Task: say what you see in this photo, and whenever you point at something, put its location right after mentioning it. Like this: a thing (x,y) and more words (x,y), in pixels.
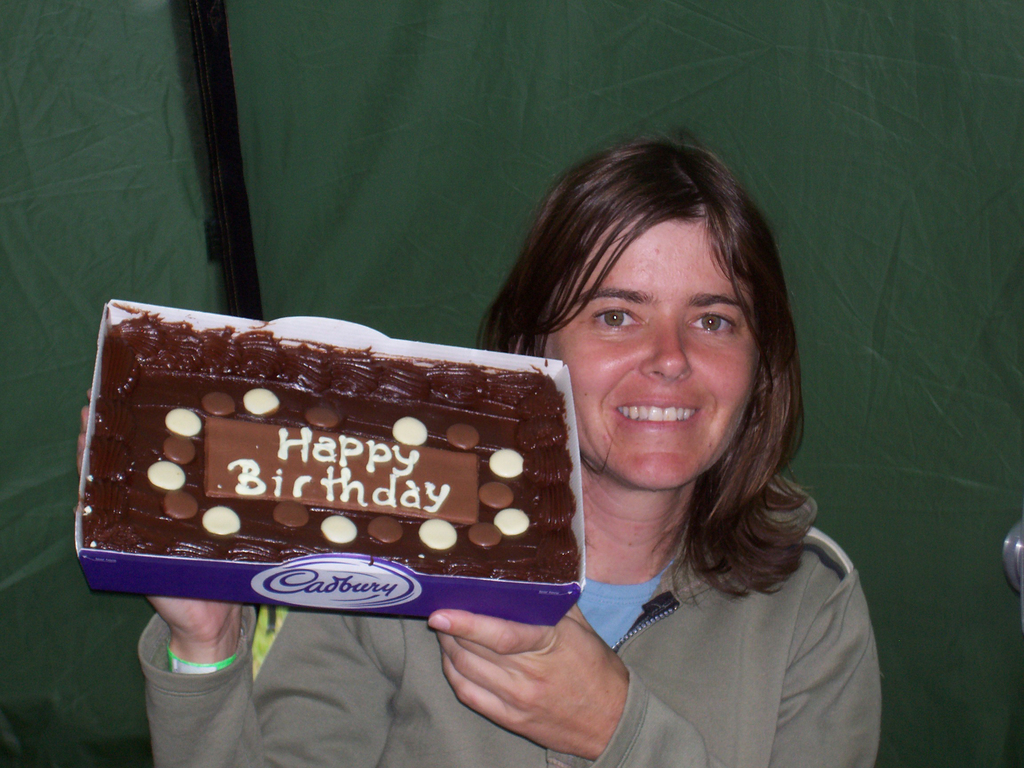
In this picture I can observe a woman (615,498). The woman (685,464) is smiling. She is holding a chocolate pack (406,606) in her hands (536,721). In the background (187,179) I can observe green color cloth (426,161).
